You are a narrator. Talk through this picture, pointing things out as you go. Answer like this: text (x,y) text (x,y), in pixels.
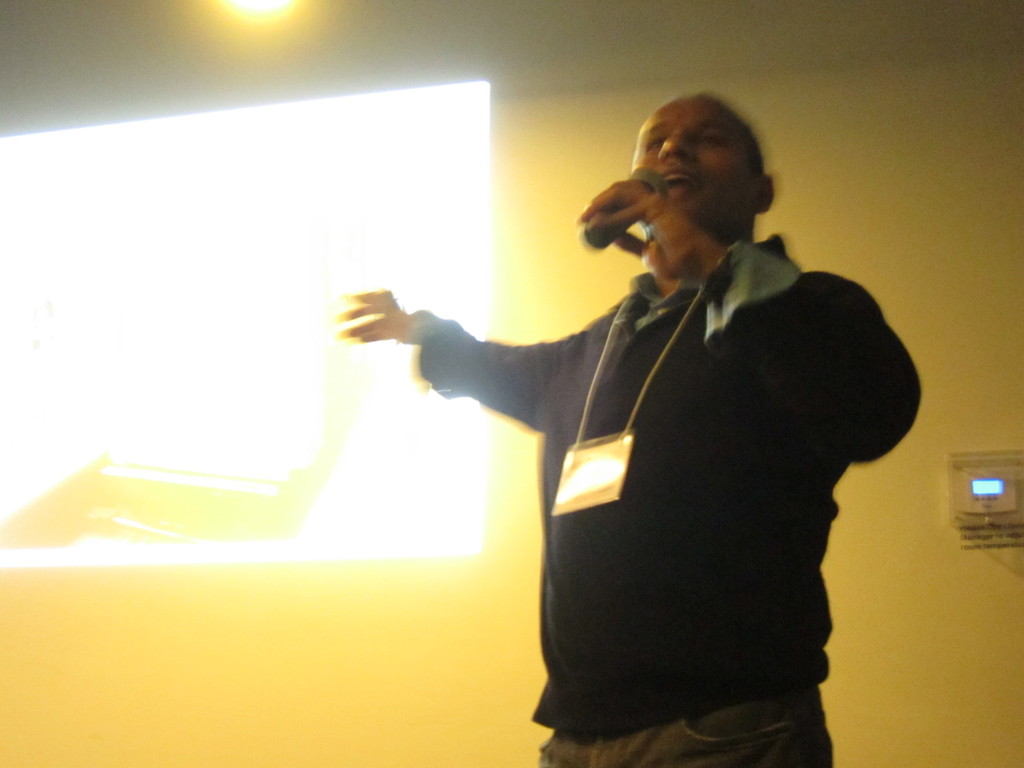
In this image i can see a man (712,357) standing and holding a microphone (615,226) in his hand (631,194). In the background (570,215) i can see a wall (594,170) and a screen (287,224).
